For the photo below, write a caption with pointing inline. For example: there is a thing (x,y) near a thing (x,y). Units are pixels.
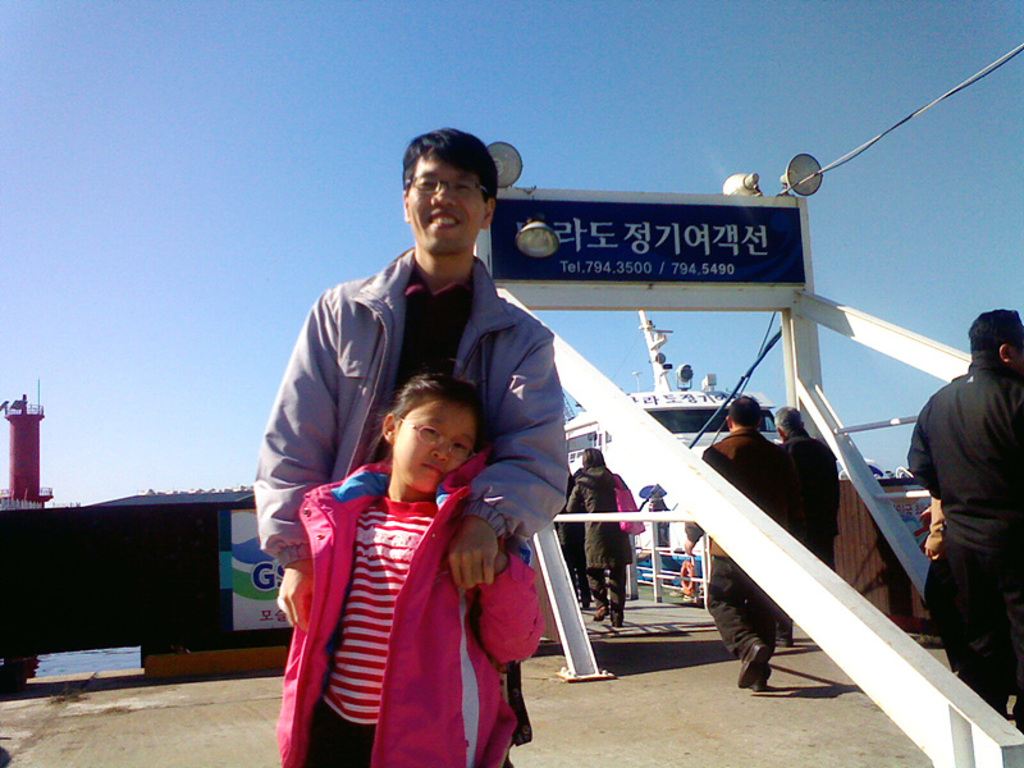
This image consists of many people (469,382). At the bottom (650,706), there is ground (615,667). In the background (745,287), there is a name board (611,276). In the front (356,657), the girl (384,643) is wearing pink jacket (397,683).
